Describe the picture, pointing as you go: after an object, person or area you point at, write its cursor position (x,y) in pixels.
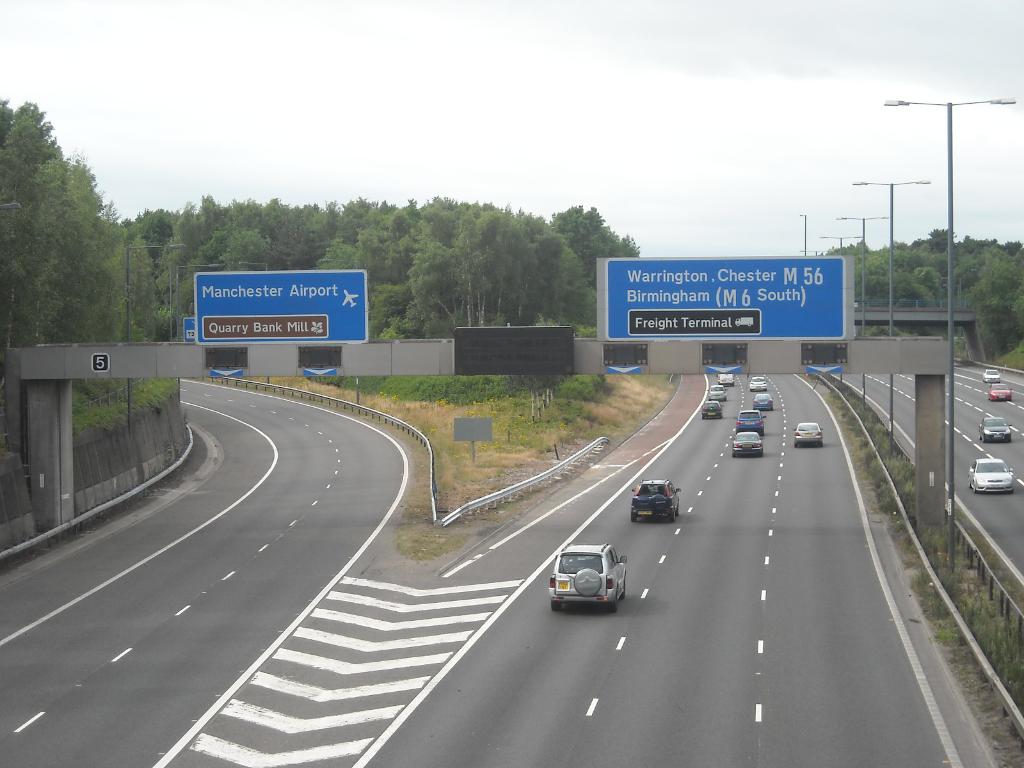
At the bottom of the image (537,615) on the road (703,546) there are few vehicles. Behind the road (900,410) there is fencing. Behind the fencing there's grass (422,404) on the ground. In front of the image there are poles (46,409) with sign boards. And in the image there are many trees (453,232). On the right side of the image (992,484), on the road (979,394) there are vehicles (996,471). At the top of the image (901,199) there is sky (904,174).
